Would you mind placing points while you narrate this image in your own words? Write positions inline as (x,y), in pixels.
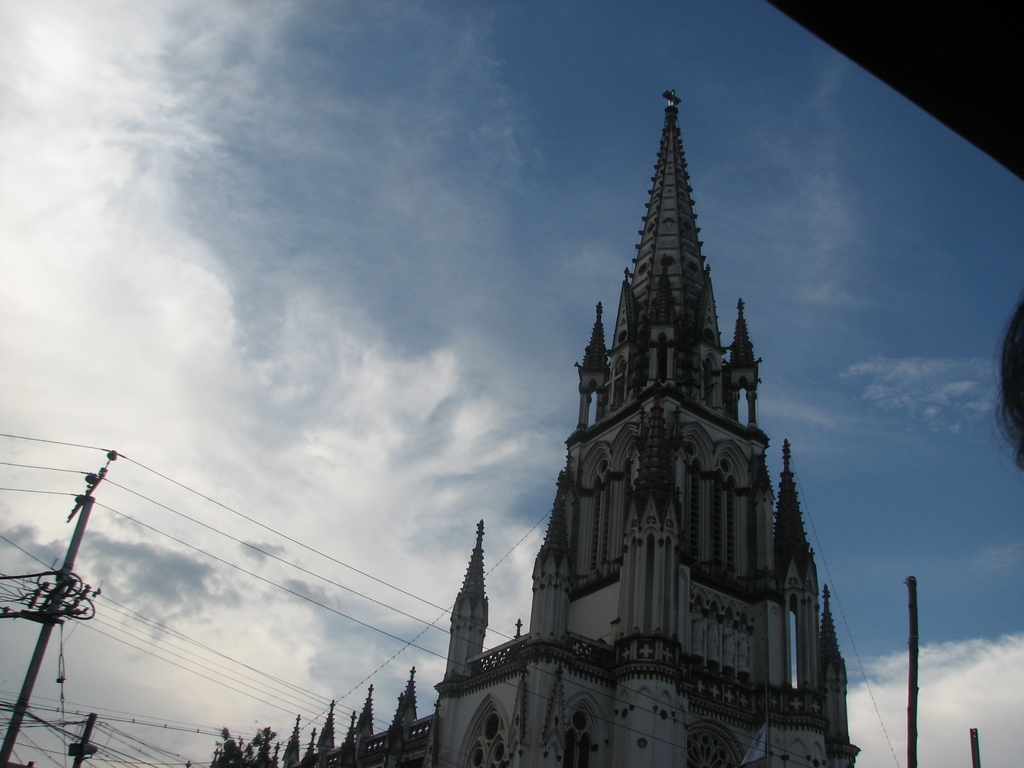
In this image I can see the building (616,572). To the left (42,641) I can see the current pole (66,605). In the background (365,189) I can see the clouds (134,677) and the sky (510,214).
